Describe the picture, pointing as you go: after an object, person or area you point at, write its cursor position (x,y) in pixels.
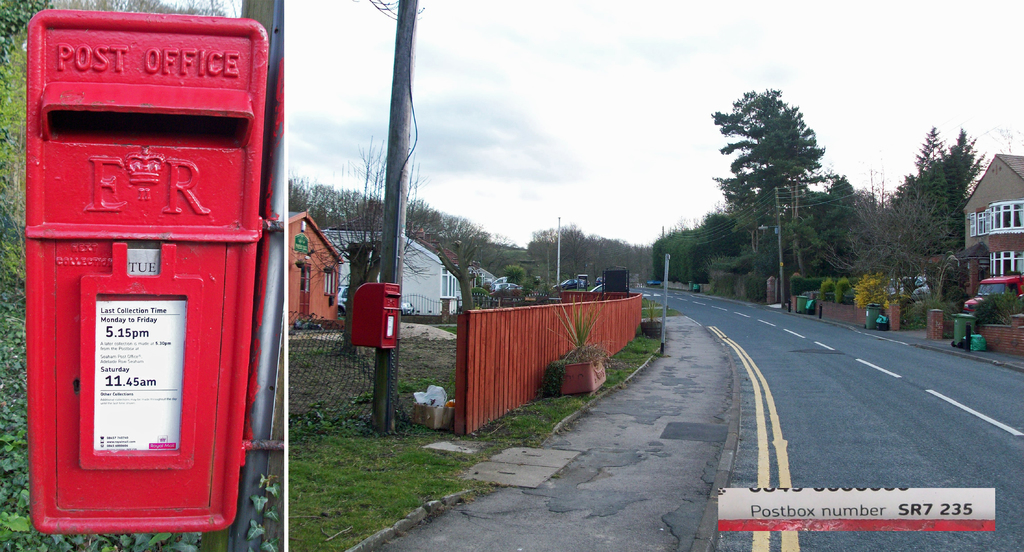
On the left side (254,396) there is a pole (266,384). On that there is a letterbox (153,220). Near to that there is another pole (399,233) with letterbox (396,306). Also there is a wooden fencing (514,340). Near to that there is a pot (581,366) with plants (566,353). There are grasses (370,457) on the ground (366,442). In the back (424,270) there are buildings (431,258), trees (369,276). Also there is a sidewalk (690,417) and a road (816,408). On the right side (981,218) there is a building (968,222), trees (847,215), fencing (859,318), dustbins (877,316). And a vehicle (1005,280) is in front of the building (992,273). There is a watermark (923,514) on the right corner (828,506). In the background (577,95) there is sky (494,122).
